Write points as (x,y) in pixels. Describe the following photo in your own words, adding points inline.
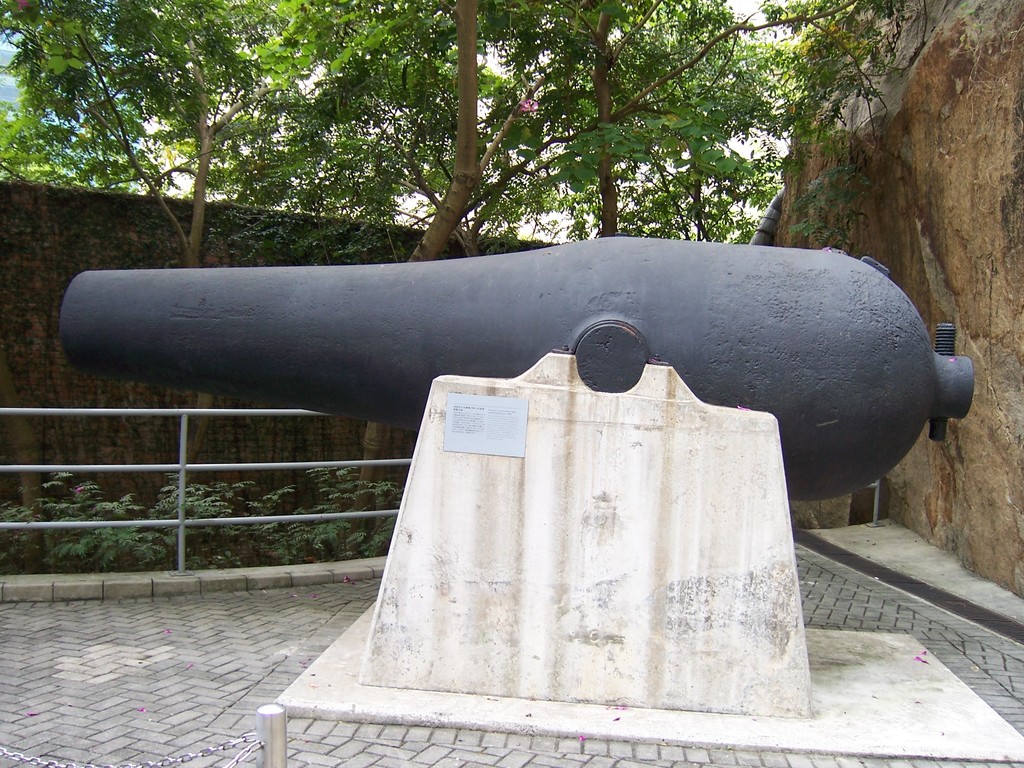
In this picture we can see a cannon (937,355), fence (139,521), trees (80,47), wall (56,260), rock (866,142).
